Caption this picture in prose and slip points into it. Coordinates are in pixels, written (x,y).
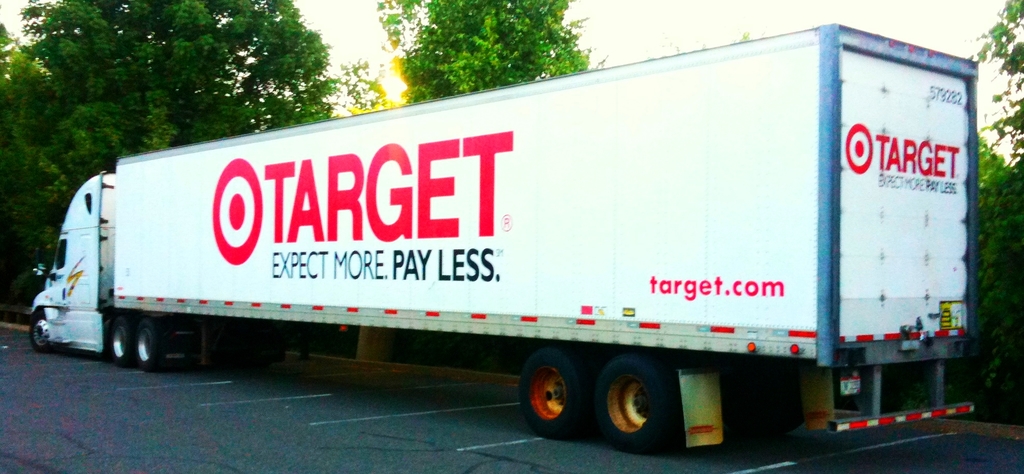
At the bottom (405,437) it is road (147,423). In the middle (377,196) there are trees (990,228) and a truck (423,247). At the top (659,18) it is sky (345,12).
